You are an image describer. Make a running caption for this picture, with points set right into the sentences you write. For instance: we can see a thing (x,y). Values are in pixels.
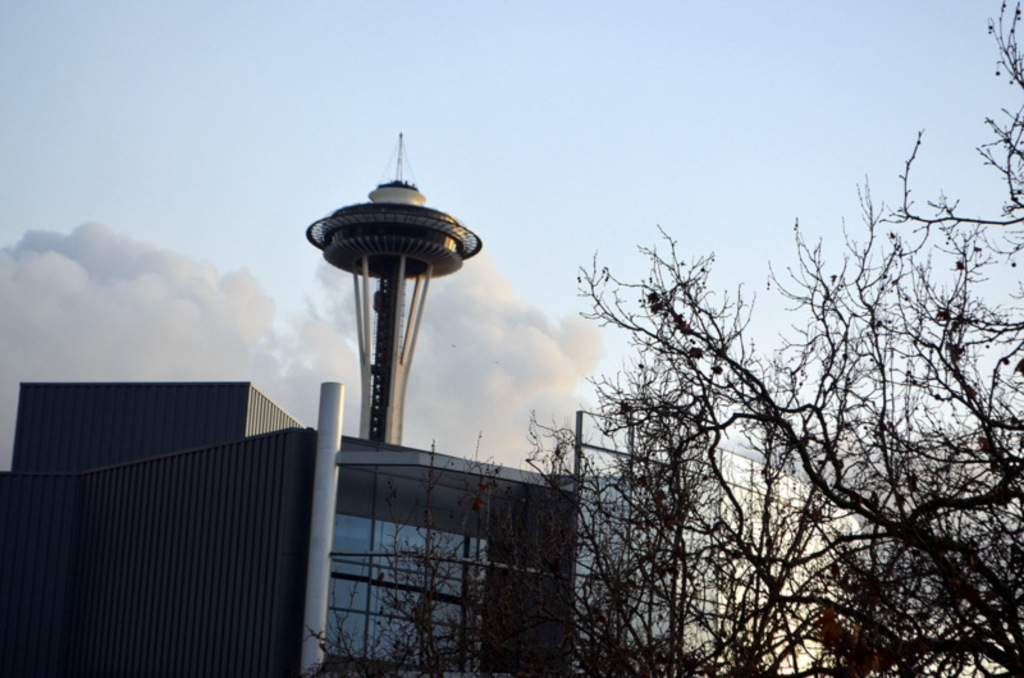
In this picture I can observe trees (677,503) in the middle of the picture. In the background (319,541) I can observe a building (322,522), tower (381,360) and some clouds (352,281) in the sky (289,278).
